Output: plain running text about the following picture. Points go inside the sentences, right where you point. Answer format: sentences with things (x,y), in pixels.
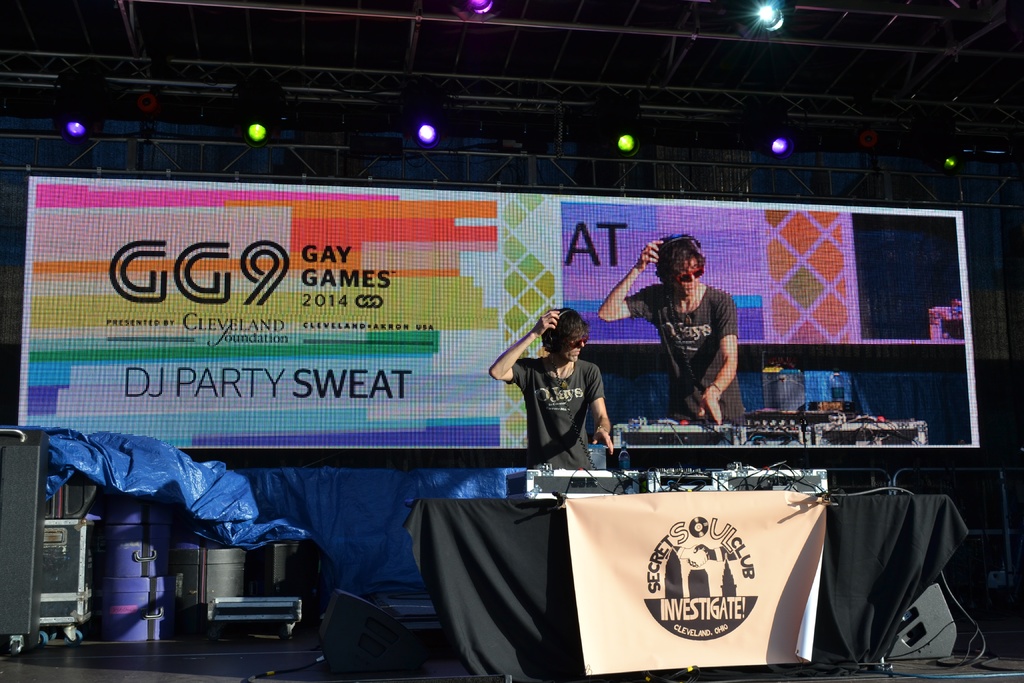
In this image, I can see a person (537,426) standing with a headset (560,336). In front of the person (571,442), there are devices (669,473) on a table (561,498), which is covered with a cloth (852,579) and I can see a banner (693,585). On the left side of the image (30,521), I can see a tarpaulin sheet (174,485) and few objects (183,561) on the floor (202,667). At the bottom of the image (357,658), I can see the speakers (952,645). Behind the man (579,385), I can see a banner (376,269) and a screen (671,446) with the picture of a person (708,390), banner (779,283) and devices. In the background (75,109), I can see the focus lights (437,143) to the trusses (990,199).
